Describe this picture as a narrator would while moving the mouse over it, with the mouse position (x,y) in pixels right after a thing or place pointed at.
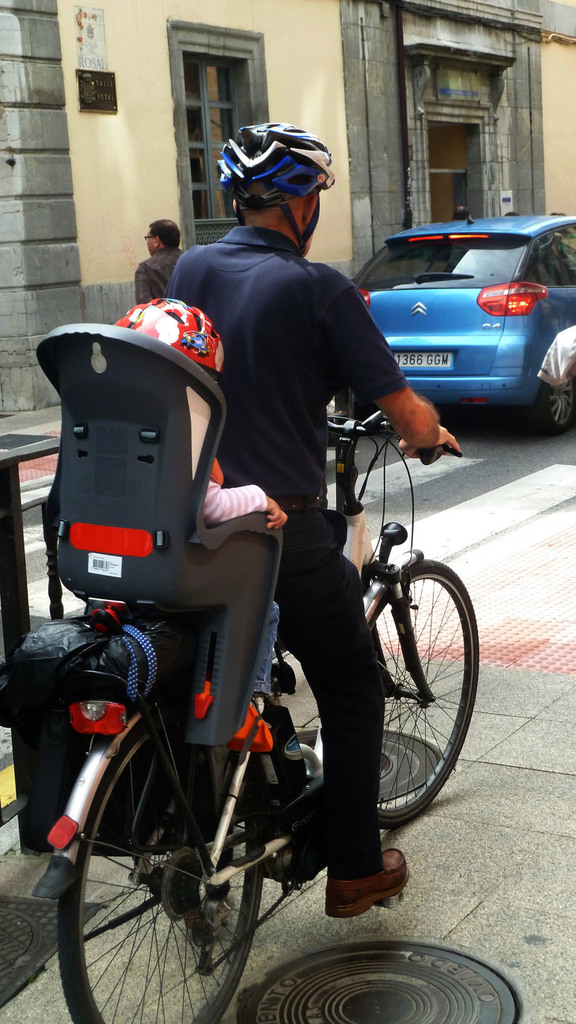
In this picture we can see man (230,325) wore helmet (301,235) riding bicycle (443,583) on road (513,523) and at back of him we have child (232,510) sitting on chair (133,541) where it is tied to bicycle (114,715) and in background (131,131) we can see wall (166,208), window (199,86), some person (156,270), car (410,263).
